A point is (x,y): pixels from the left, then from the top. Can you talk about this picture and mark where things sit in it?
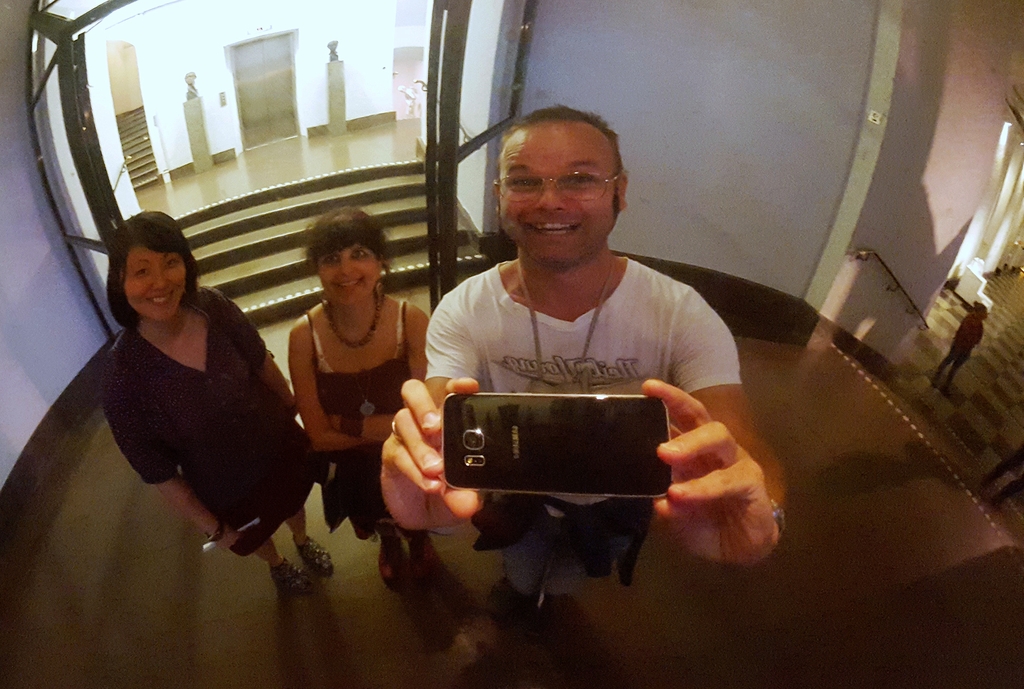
In this Image I see 2 women (424,317) and a man (749,509) and all of them are smiling. I can also see this man (667,371) is holding a mobile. In the background (444,211) I see the steps (404,184), door (273,107) and the wall (150,86).
